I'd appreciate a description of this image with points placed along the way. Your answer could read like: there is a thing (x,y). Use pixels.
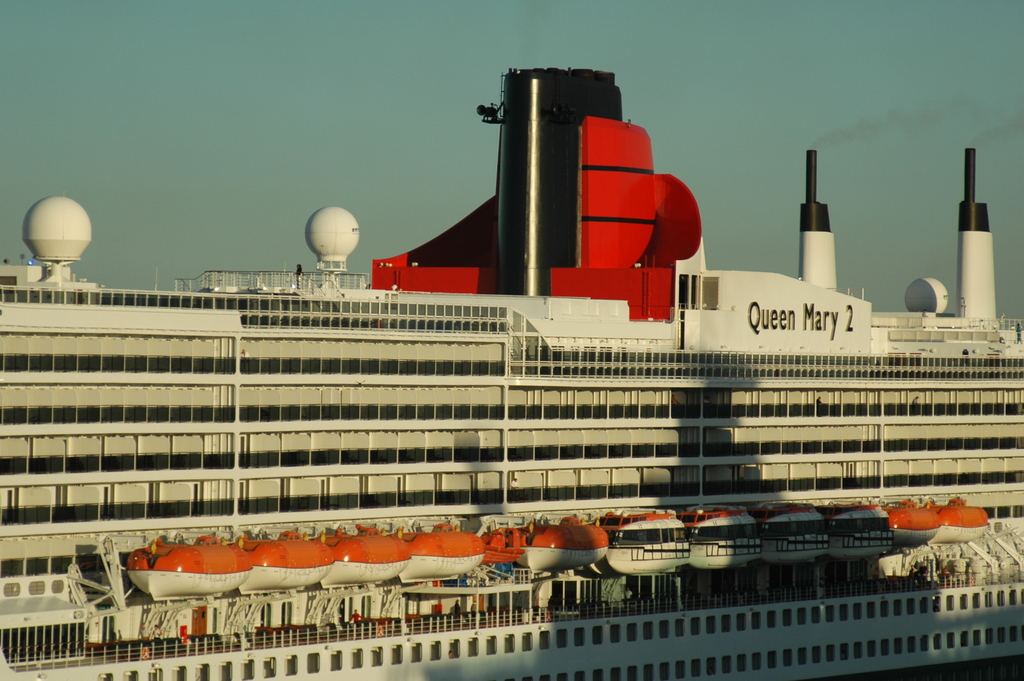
In this image I can see a ship (317,400). I can see few objects (665,517) and ship (536,320) is in white, red and black color.
